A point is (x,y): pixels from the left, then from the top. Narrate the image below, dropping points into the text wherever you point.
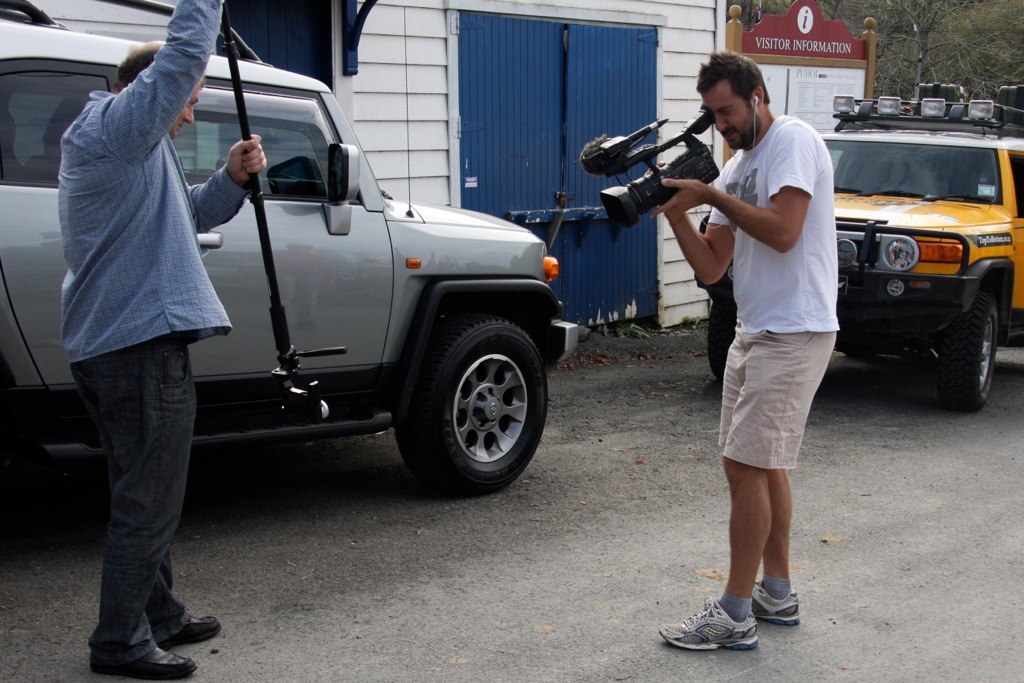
In this image I can see a person (128,281) wearing blue and black colored dress (147,357) is standing and holding a black colored object (228,38) in his hand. I can see another person (720,268) wearing white colored dress (780,272) is standing and holding a camera (687,170) in his hand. In the background (322,252) I can see few vehicles (404,264) on the ground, a building (426,122) which is white in color, blue colored gate (536,90), the brown and red colored board (802,55) to which I can see few papers (805,98) attached and few trees (918,69).
